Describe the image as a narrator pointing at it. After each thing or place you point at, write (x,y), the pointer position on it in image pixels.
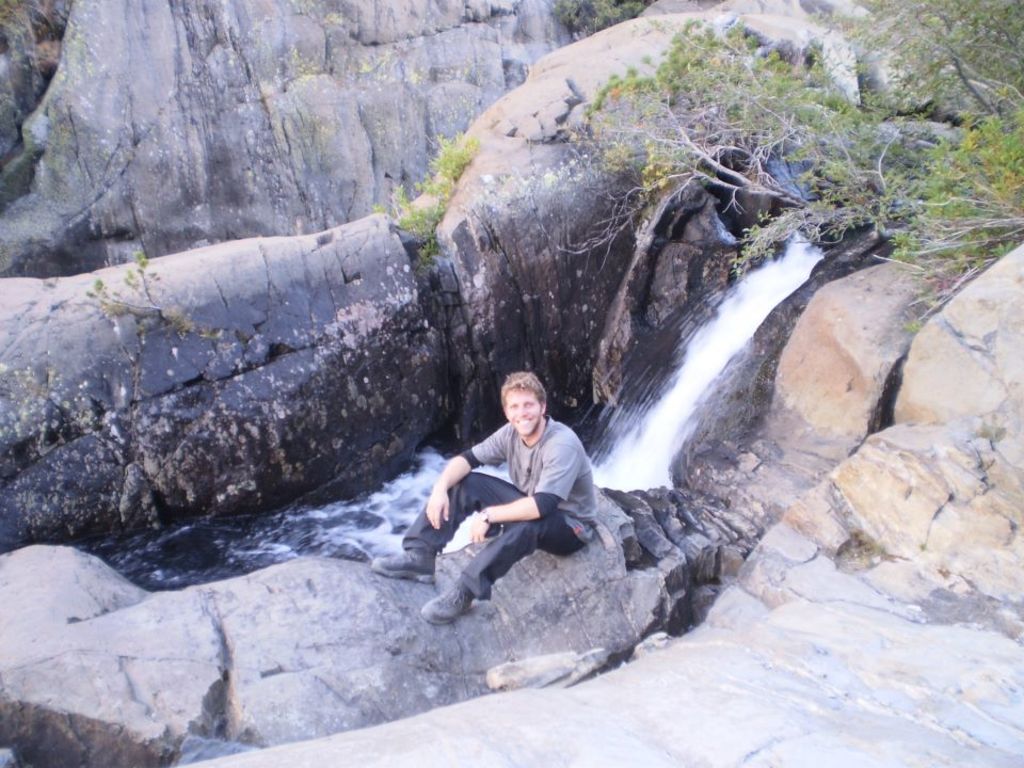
In this picture I can see a man (480,568) sitting on the rock (625,585), in the middle (661,368) there is the waterfall (699,367). On the right side (728,178) there are trees (818,220).
